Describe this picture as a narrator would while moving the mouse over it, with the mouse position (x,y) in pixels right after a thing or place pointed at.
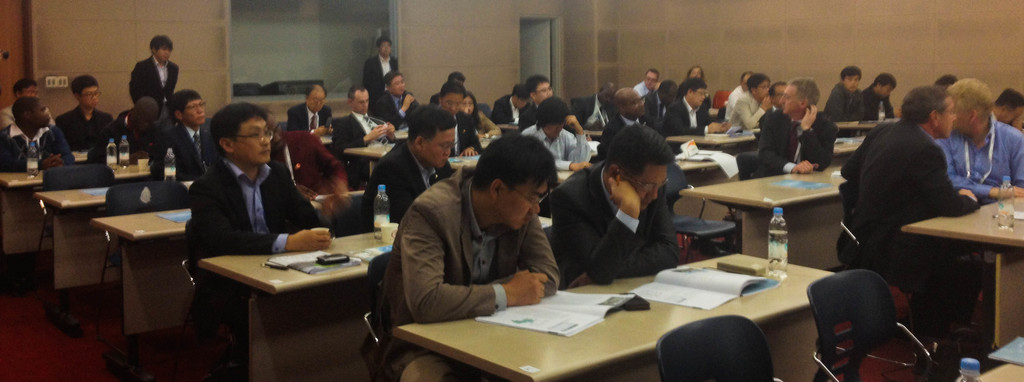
It looks like a classroom (212,125) there are lot of chairs (673,175) and tables (729,193) on every bench (470,339) and there are some books (710,285) in the background (168,77) there are two people (371,69) standing, there is a window (313,40) and to the right side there is a door (534,33).
